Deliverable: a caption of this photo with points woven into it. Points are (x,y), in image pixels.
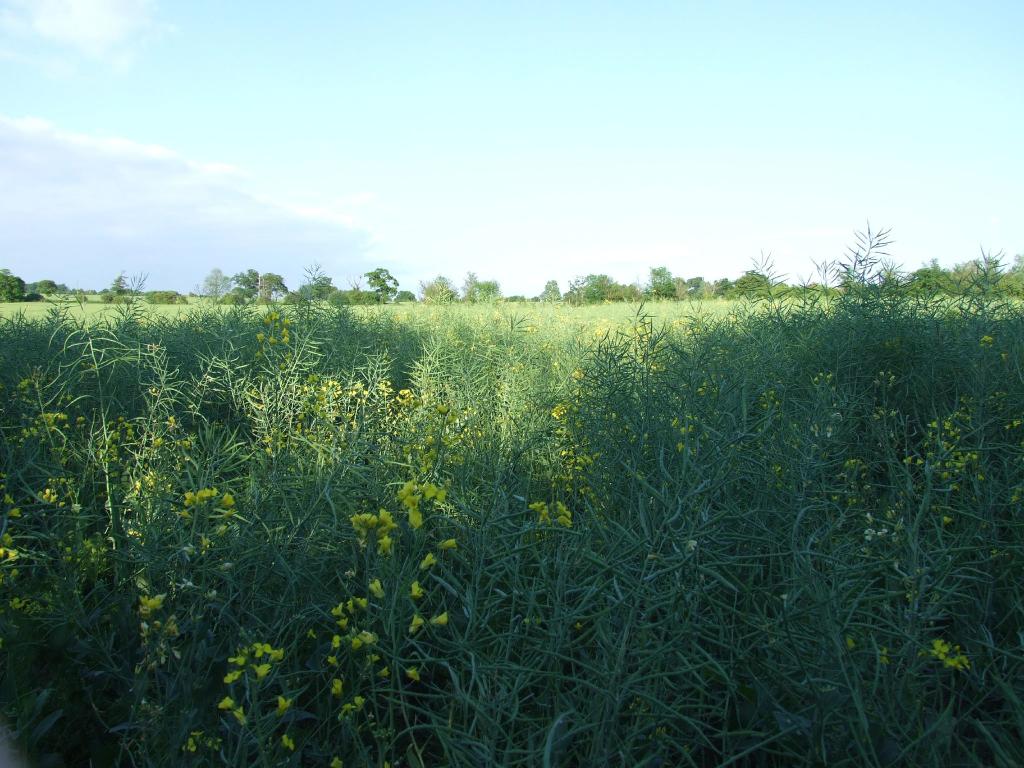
In this image, I can see the plants (501,539) with yellow flowers (380,535). In the background (16,287), I can see the trees (573,299). This is the sky (605,98).
